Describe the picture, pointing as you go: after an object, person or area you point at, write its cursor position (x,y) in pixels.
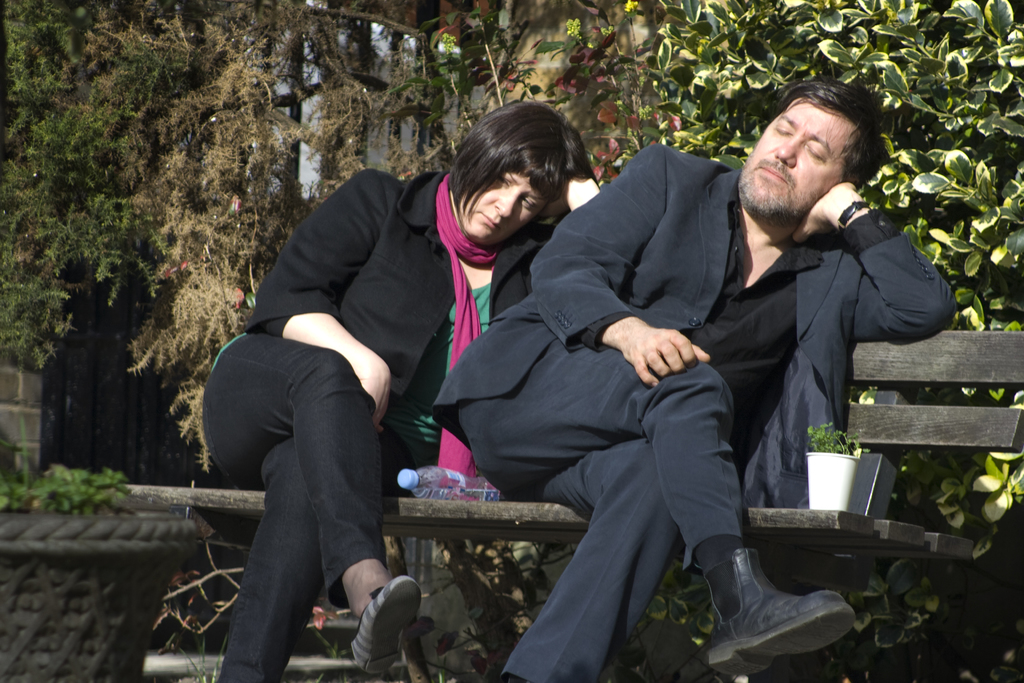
There are two people (902,298) sitting on a wooden bench (936,355). In the background (329,55) there is a tree (152,149).
